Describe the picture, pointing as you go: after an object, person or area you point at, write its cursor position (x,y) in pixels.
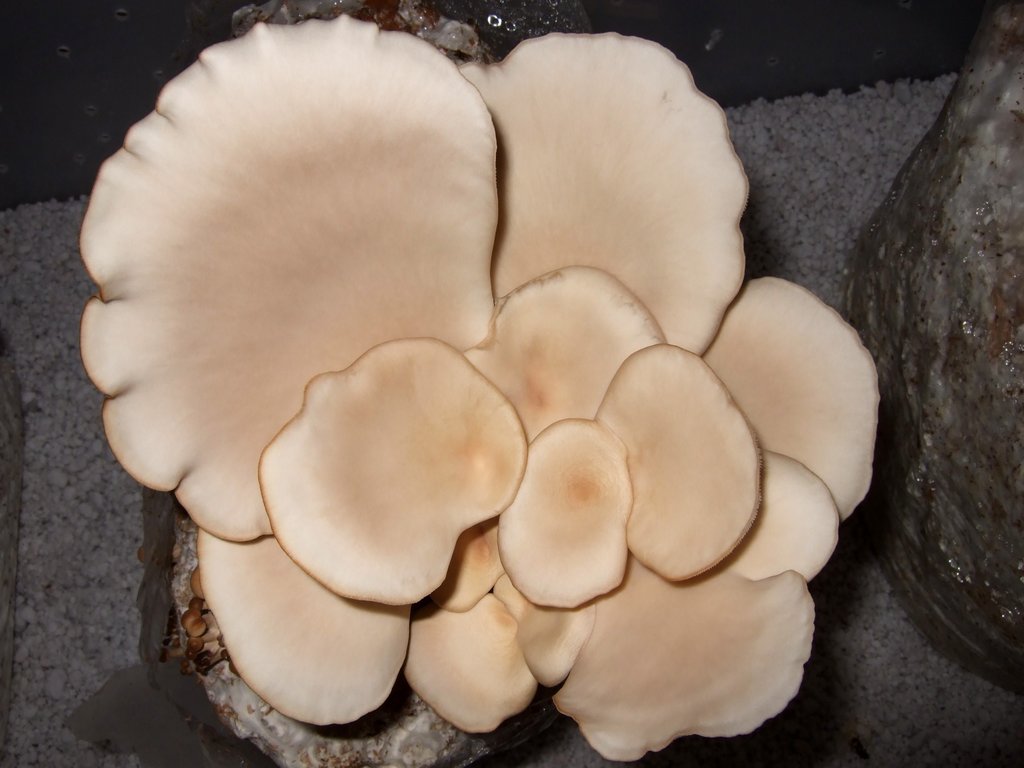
In the middle of the image (456,427) we can see few mushrooms (499,432).
